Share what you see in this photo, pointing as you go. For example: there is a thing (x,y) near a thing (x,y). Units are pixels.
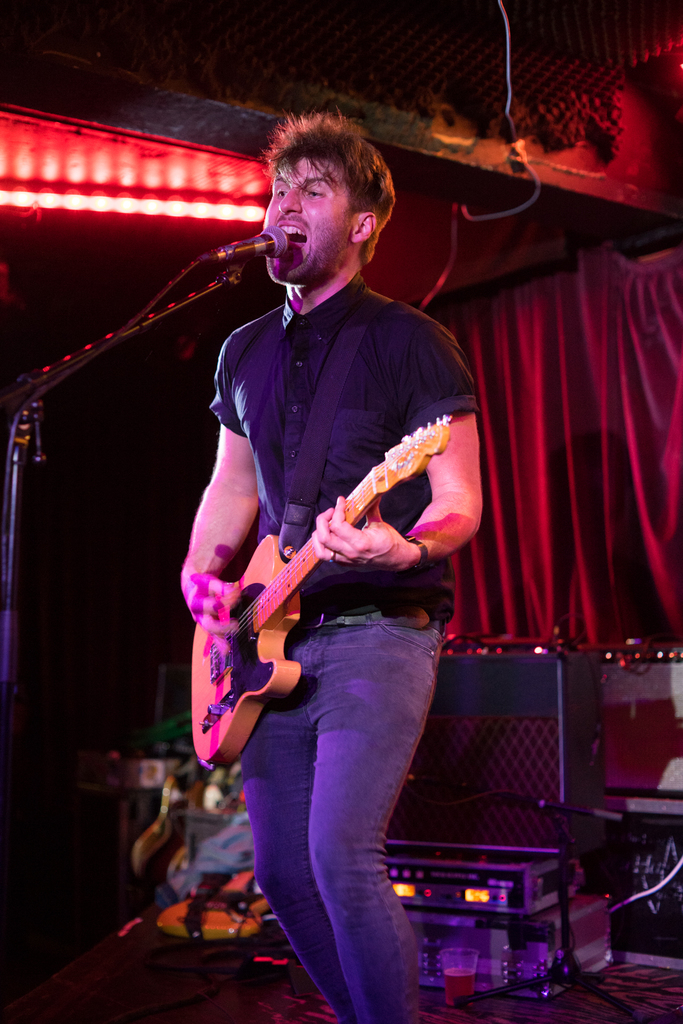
On the background (538,444) we can see curtain (592,486) in red colour. These are lights (169,211) here. we can see one man (336,1006) standing on a platform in front of a mike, playing guitar (221,674) and singing.
